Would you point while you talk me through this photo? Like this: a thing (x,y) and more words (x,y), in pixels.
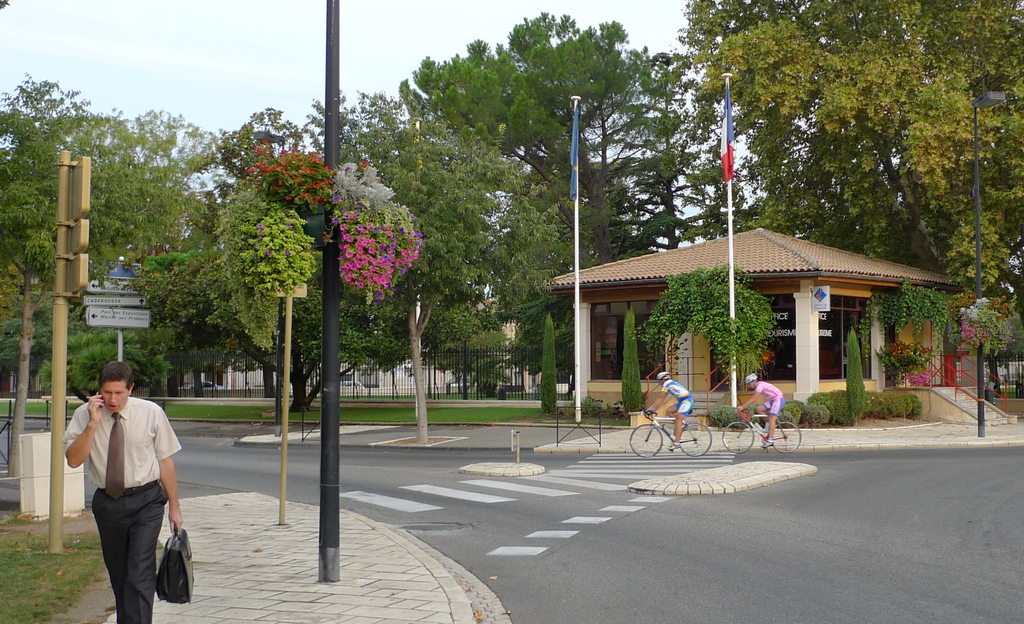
In this image we can see two people (769,413) riding bicycles (732,427) on the road (732,453). On the right (690,256), we can see a shed (690,375) and the stairs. We can see two flags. We can see the grass (453,411), trees (413,387) and the metal fencing (248,387). On the left (148,410), we can see a person (155,546) talking on the phone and holding a bag (174,556). And we can see the sky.
